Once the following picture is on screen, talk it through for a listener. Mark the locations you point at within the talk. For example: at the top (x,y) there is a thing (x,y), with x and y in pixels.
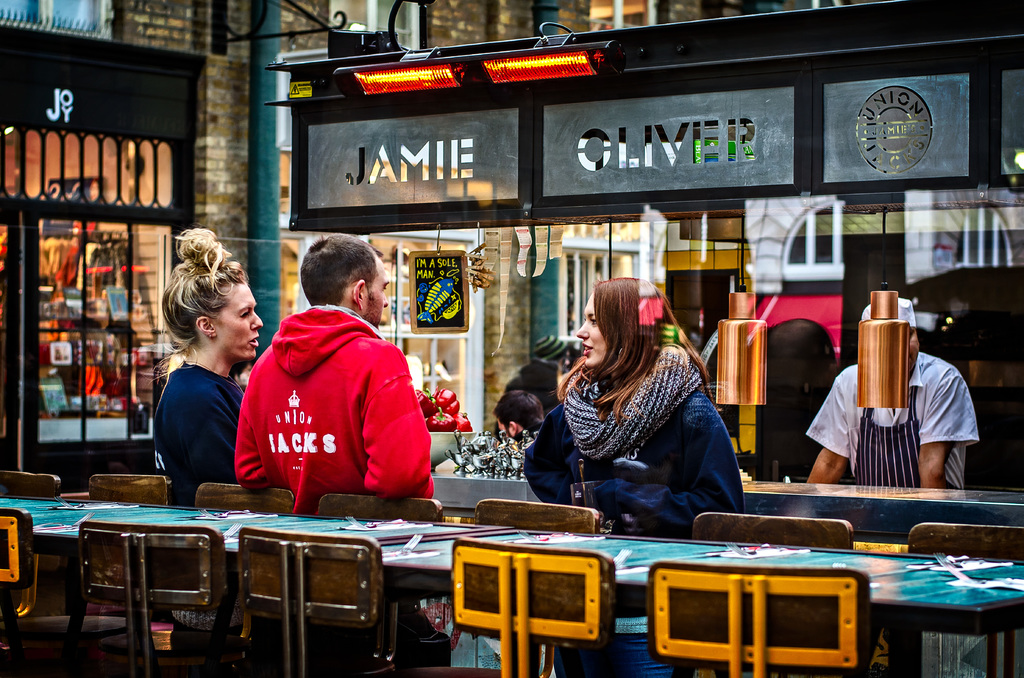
There are group of persons (378,377) on the image, three people (195,274) are discussing between them and at the right side of the image (908,314) there is a chef (953,396) and at the top of the image (360,72) there are two red color lights (531,64) beneath that there are two glasses (472,156) on which it is written as Jamie and Oliver union and at the left side of image (109,75) there is a showroom (14,135) called joy and at the middle of the image (460,258) there is a board (461,316) called I'm a sole man and red color jacket man (360,431) leaning on these chairs (331,498).
